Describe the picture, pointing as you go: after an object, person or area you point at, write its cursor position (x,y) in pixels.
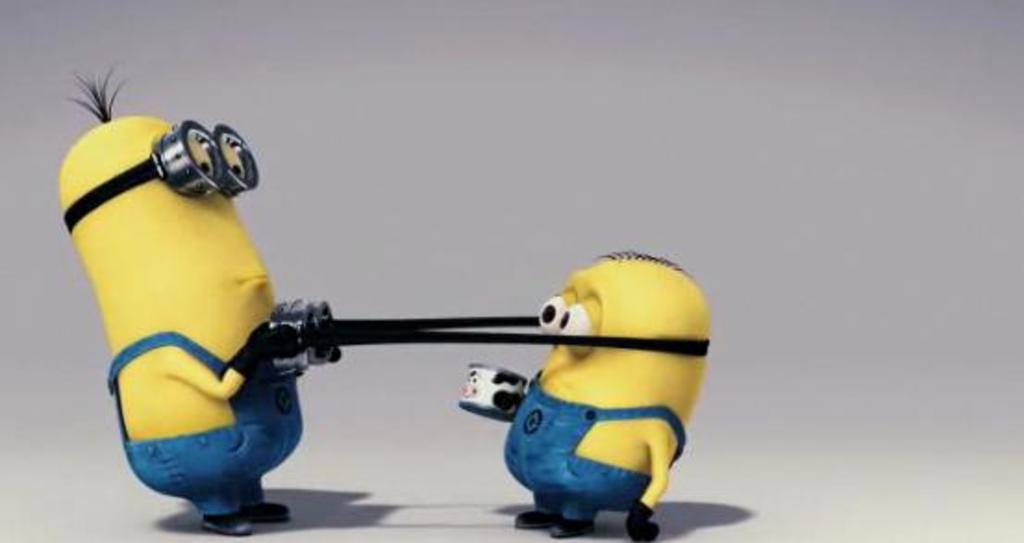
In this picture I can see couple of minions (647,303) and a white color background (156,27).
